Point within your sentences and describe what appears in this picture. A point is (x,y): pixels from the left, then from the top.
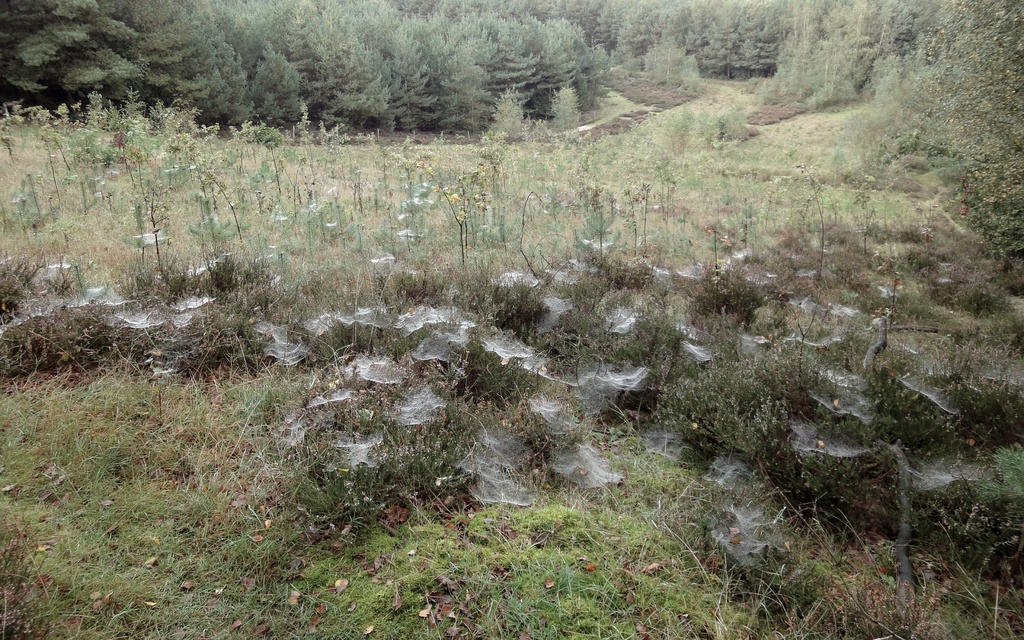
In this image there is some grass (241,424) on the ground (467,310) as we can see in the bottom of this image (450,501) and there are some trees (433,61) in the background (495,46).
